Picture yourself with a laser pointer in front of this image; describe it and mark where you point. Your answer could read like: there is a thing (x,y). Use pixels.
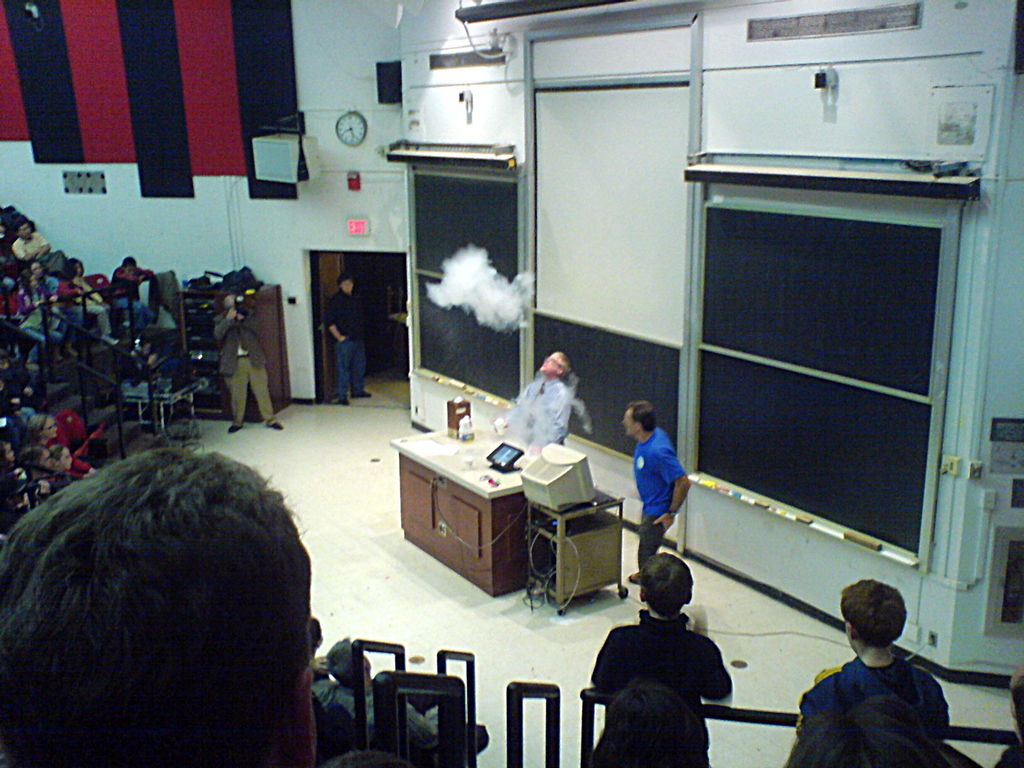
There are many persons (249,635) in the room (136,388). A person (223,331) is holding a video camera (239,309) in the background (236,346). There is a table (455,508). On the table (423,517) there is a computer (548,480) and there is smoke (454,301). A person (537,410) is sitting. In the background (386,138) there is wall (370,166). On the wall (371,140) there is a clock (345,143) and there is a door (328,261).
